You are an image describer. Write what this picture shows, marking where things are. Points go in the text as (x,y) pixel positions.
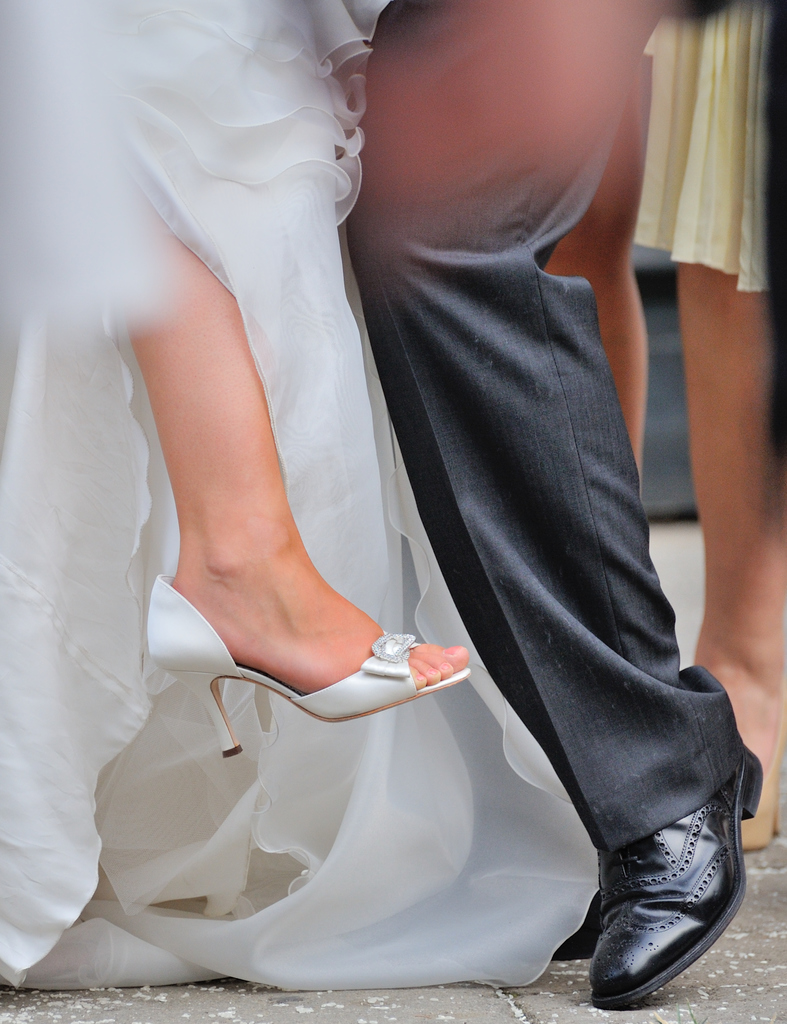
In this picture we can see some persons legs (524,431) on the ground (111,1023), dresses (462,632), shoes (730,829) and sandals (187,641).
